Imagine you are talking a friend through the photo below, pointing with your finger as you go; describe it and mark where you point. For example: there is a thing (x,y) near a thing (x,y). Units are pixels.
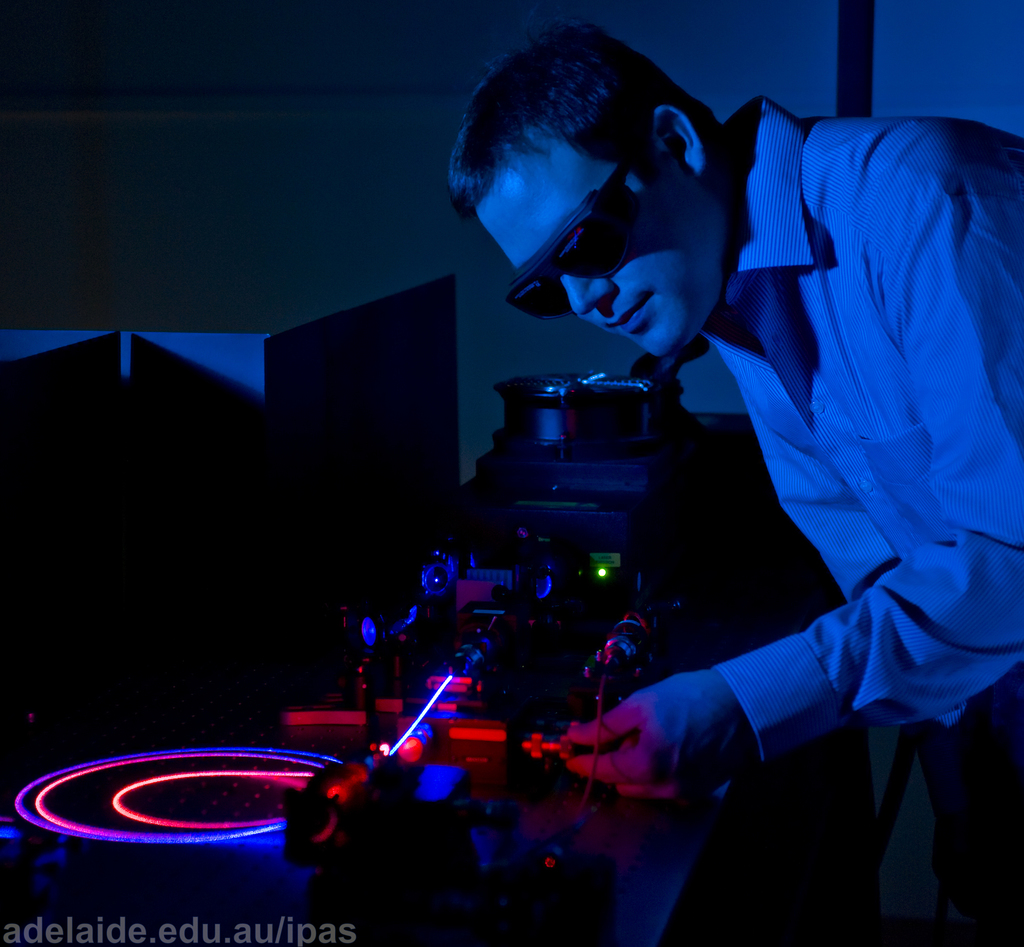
On the right (969,616) there is a person (885,417). In the middle of the picture (488,474) there is an instrument (369,628). On the left (286,750) ring like objects (57,828) glowing. In the background (400,36) it is looking like a wall (185,125).
